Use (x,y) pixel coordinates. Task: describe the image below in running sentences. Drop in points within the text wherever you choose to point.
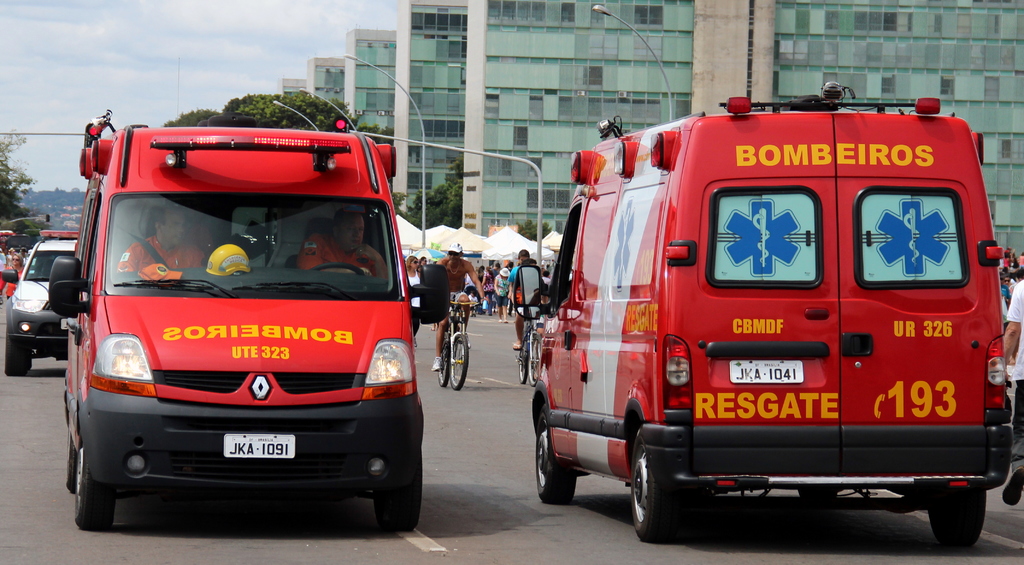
In this picture I can see few vehicles (668,372) in the middle (359,320), in the background (439,335) two persons (468,306) are riding their bicycles (522,352), there are few people (415,267), buildings (411,174), street lamps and trees (312,117). At the top (281,55) I can see the sky (280,61).
